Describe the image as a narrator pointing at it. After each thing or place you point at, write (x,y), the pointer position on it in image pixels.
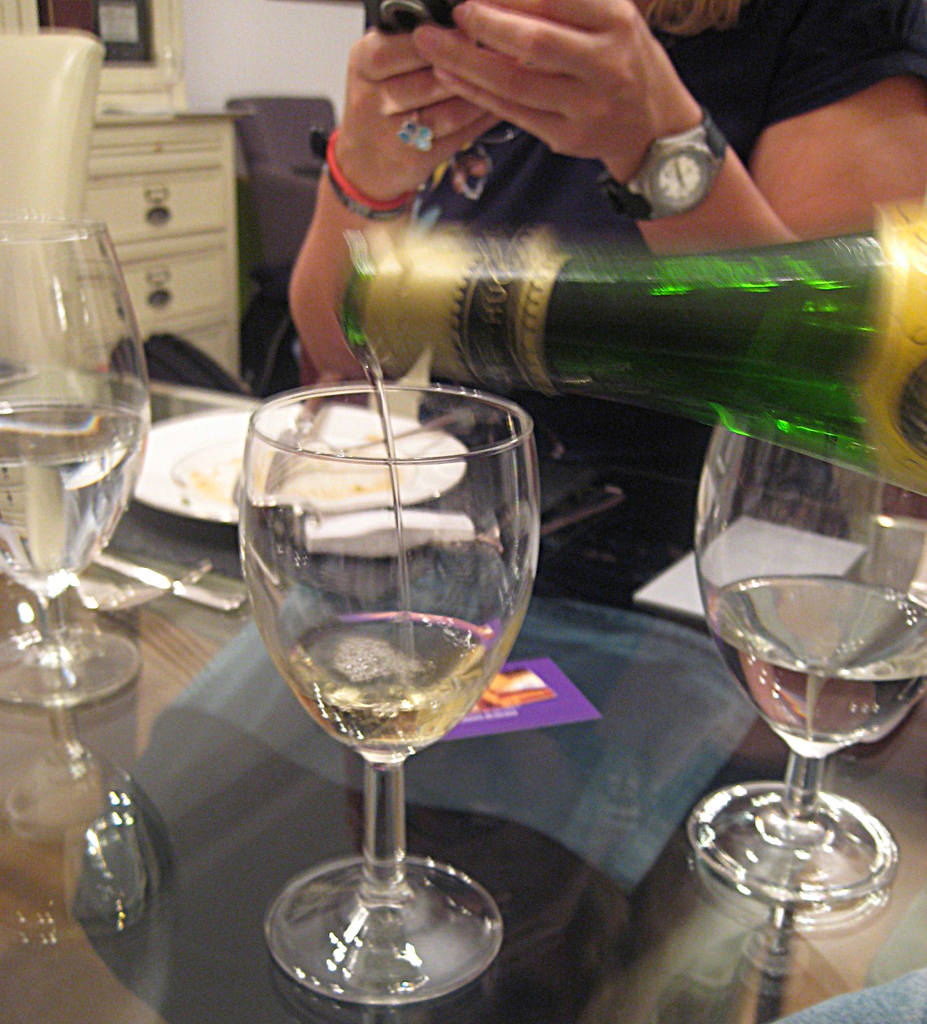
There is a glass table (322,792). On that there are glasses (372,534), plate (204,438). We can see a green bottle (725,353) on the right side (767,336). Also there is a person (596,105) wearing watch (611,174) and wristband (339,181). Also there is a cupboard (229,183) in the back (183,153).
